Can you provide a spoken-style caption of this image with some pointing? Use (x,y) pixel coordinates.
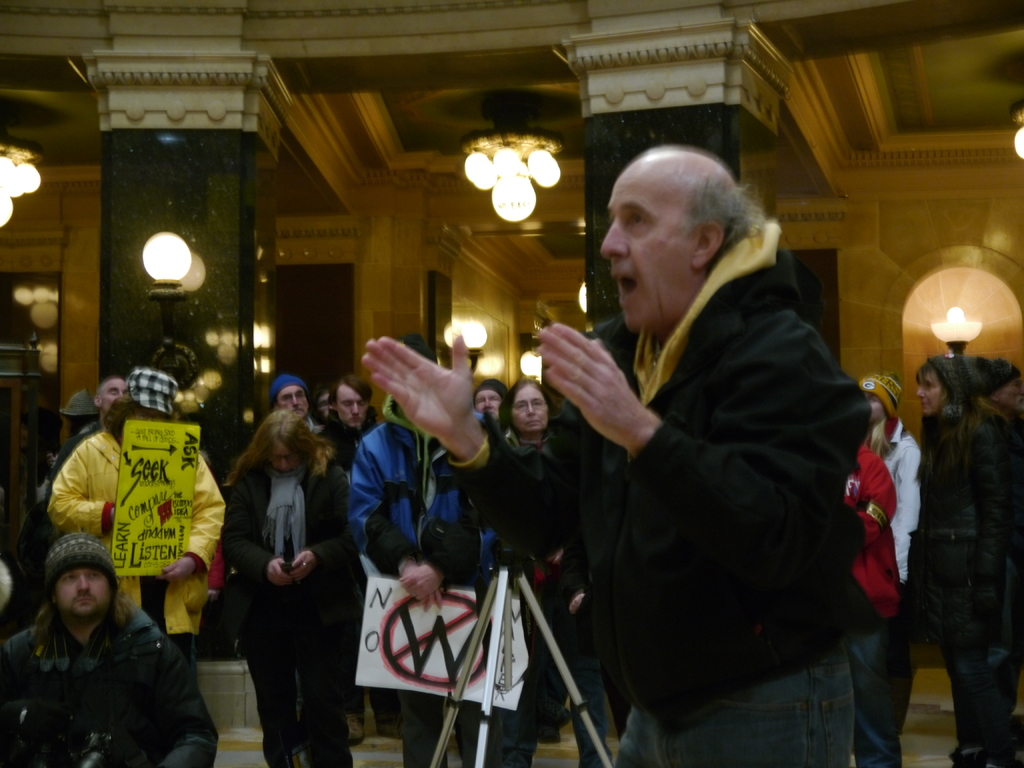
In the image there are many people (510,435) and few of them are holding some posters (151,474) their hands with some text (171,505) and pictures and in the background (242,192) there are pillars (226,226), lights (151,257) and wall (985,232).
